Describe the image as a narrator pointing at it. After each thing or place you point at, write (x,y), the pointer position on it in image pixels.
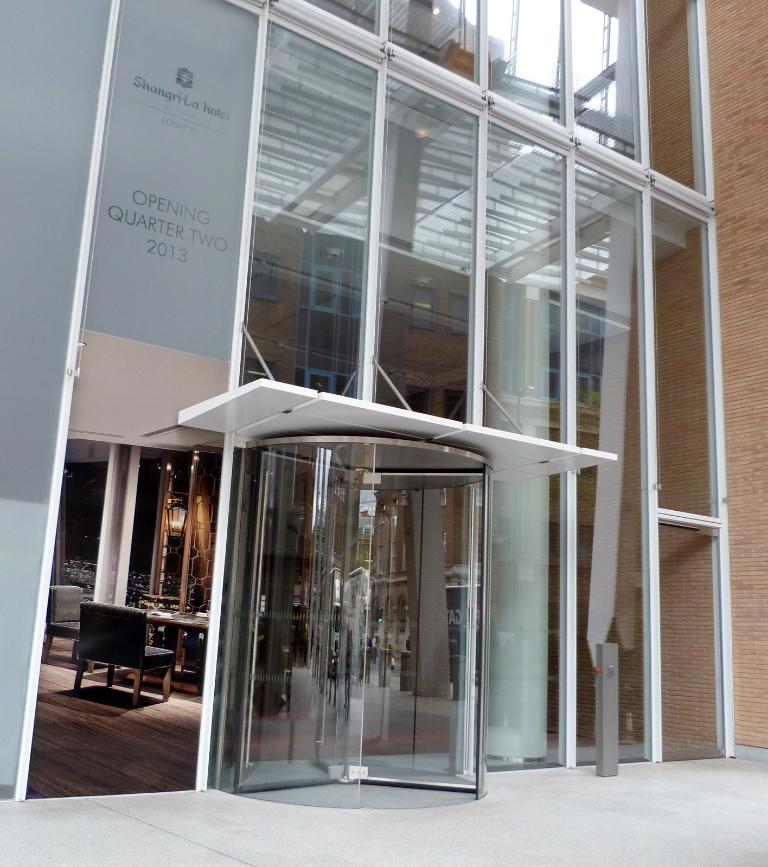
In this image we can see a building (545,348) with glasses (429,402). Inside the building (52,649) there is a table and chairs (105,641).
